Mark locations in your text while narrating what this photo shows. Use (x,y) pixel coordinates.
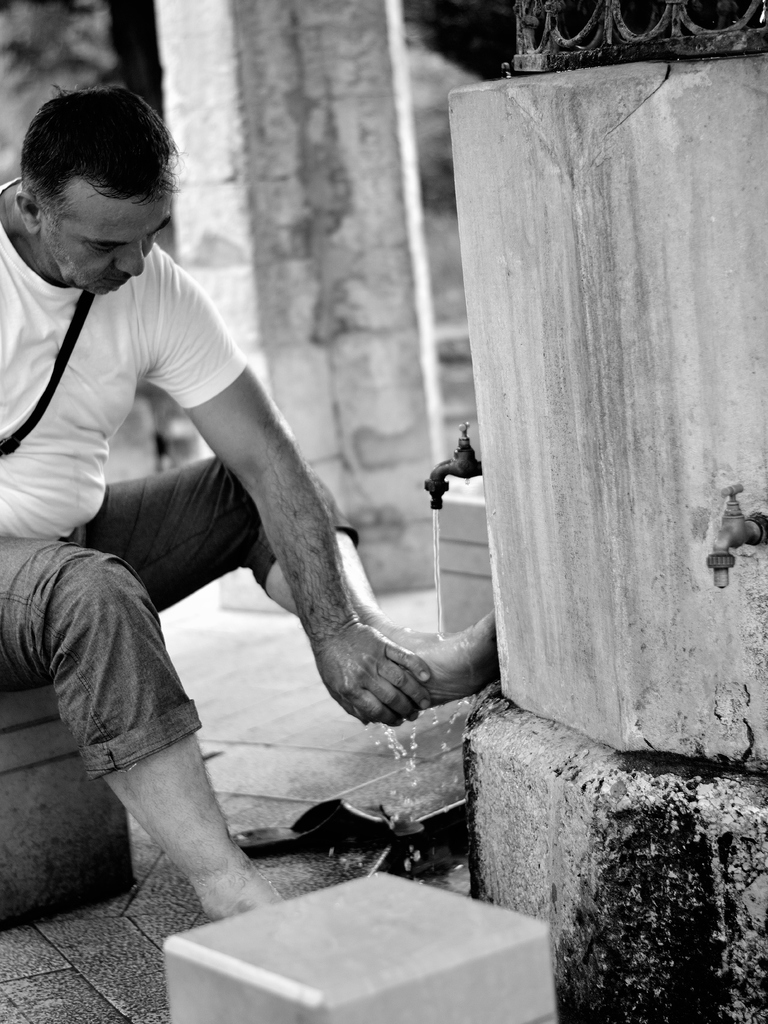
This is a black and white image and here we can see a person (74,372) wearing a bag (64,345) and sitting on the stool (70,809) and cleaning his legs (390,629) with water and in the background (402,412), there are taps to a tank (514,465) and we can see slippers (355,832) and there is a stool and a wall (350,407). At the bottom (81,959), there is a floor (74,934).
